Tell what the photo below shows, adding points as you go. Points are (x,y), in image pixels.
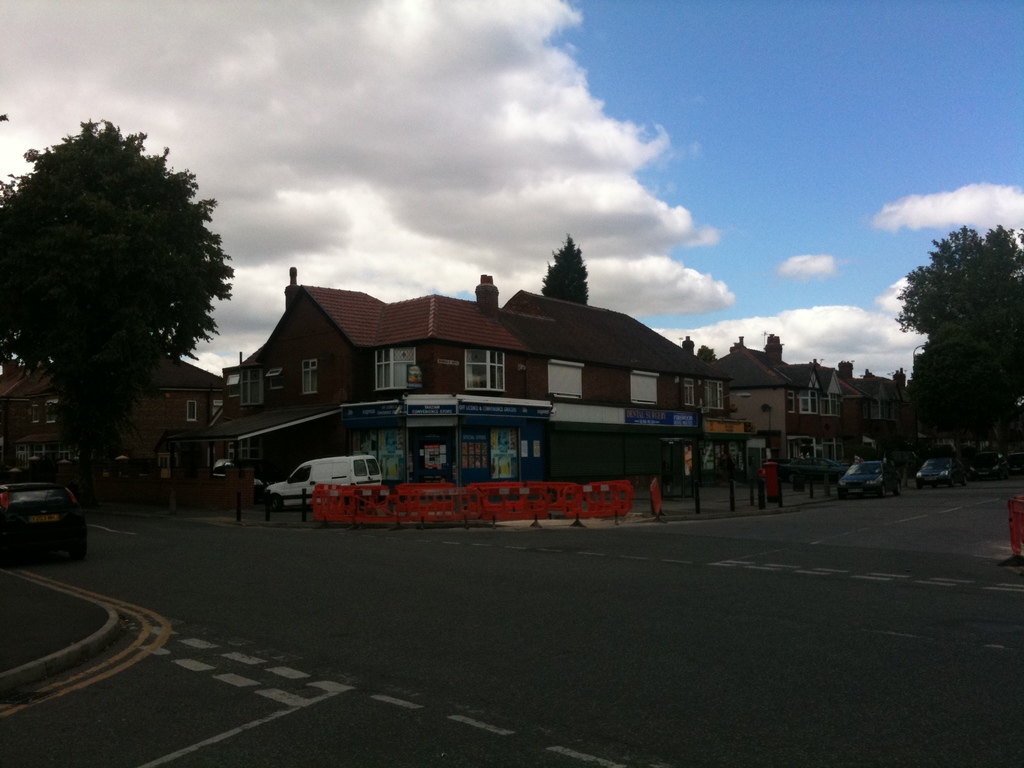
In the picture we can see roads (817,683) on it, we can see a car (62,534) and beside the road (159,529) we can see a house building (264,450) with windows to it and some shops (517,470) and besides it, we can see some trees (955,450) and behind the house (257,438) we can see a sky (442,266) with clouds (839,337).
